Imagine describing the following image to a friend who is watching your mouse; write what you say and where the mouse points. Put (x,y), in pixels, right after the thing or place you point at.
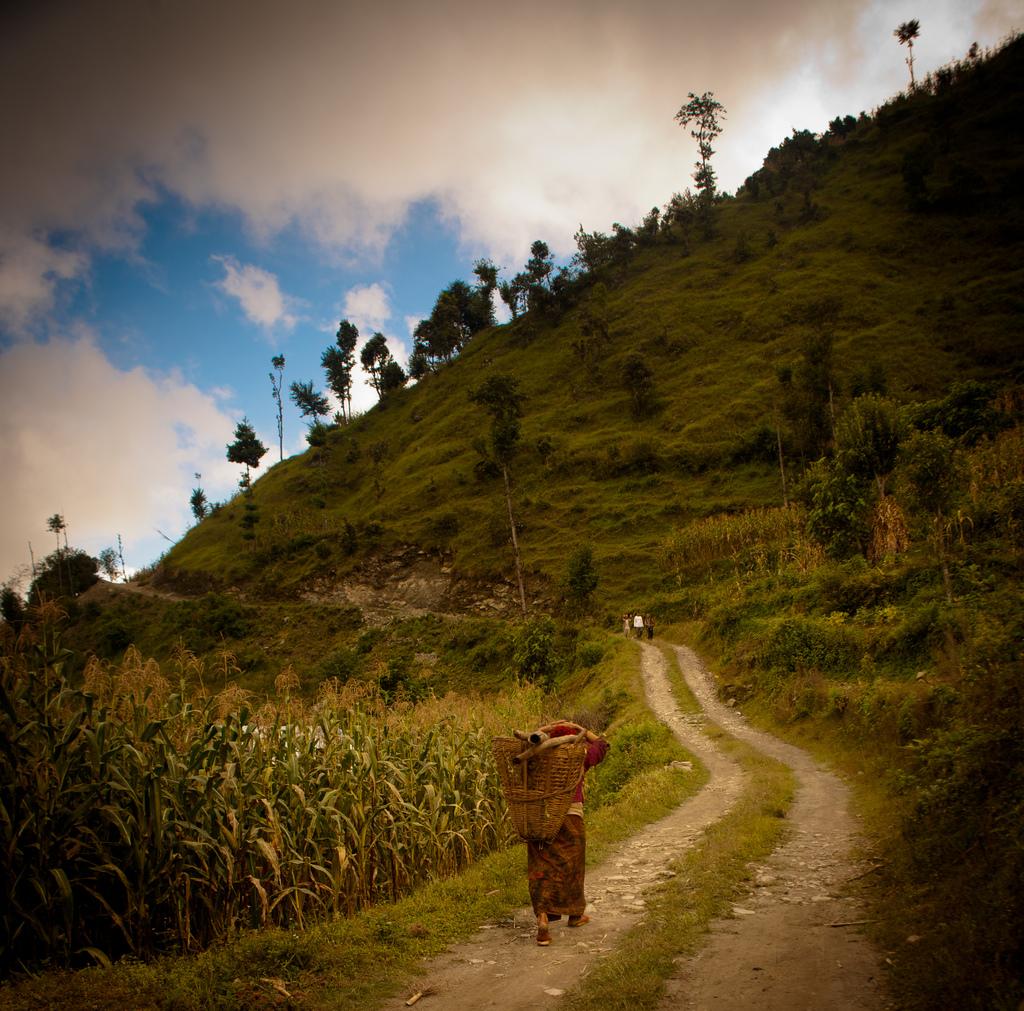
In the center of the image (442,569) we can see trees (598,264), hills (651,371), some plants (579,644), ground (724,696) are there. At the bottom of the image (576,818) we can see a person (573,838) is walking and holding an object (580,775). In the middle of the image (631,619) some persons (638,634) are there. At the top of the image (286,125) clouds (276,126) are present in the sky (383,247).
